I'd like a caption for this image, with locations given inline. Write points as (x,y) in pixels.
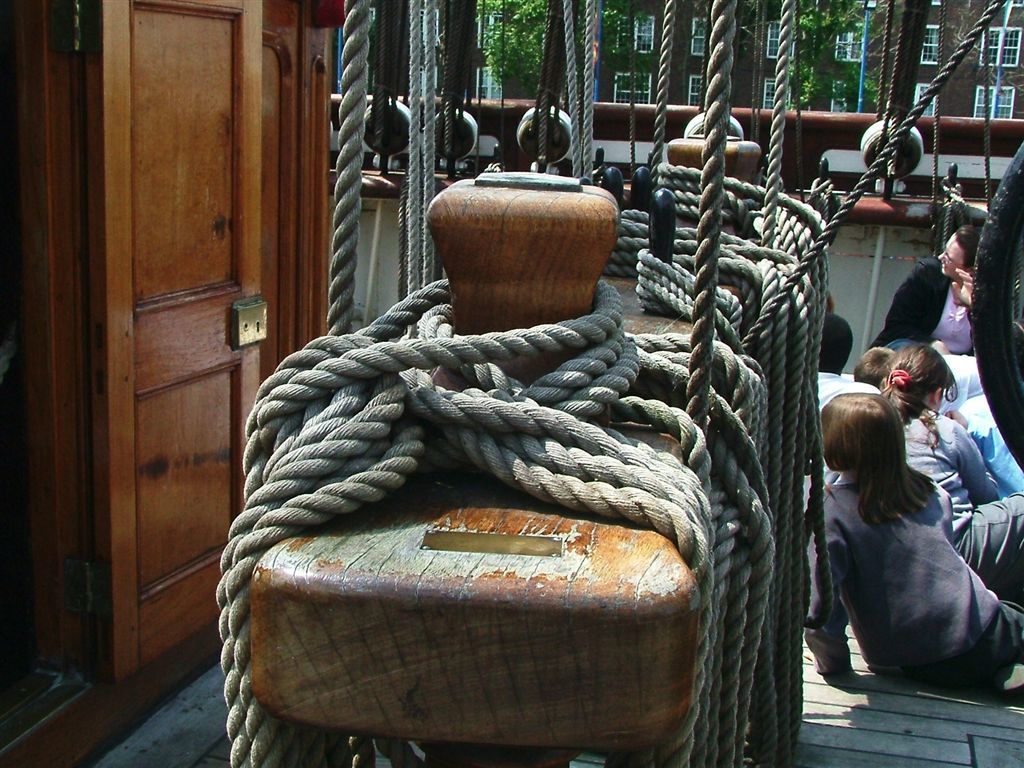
In this picture I can see group of people (986,669) sitting, there are ropes (718,22) and a door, and in the background (967,96) there are trees (501,66) and a building (750,80) with windows (653,38).
